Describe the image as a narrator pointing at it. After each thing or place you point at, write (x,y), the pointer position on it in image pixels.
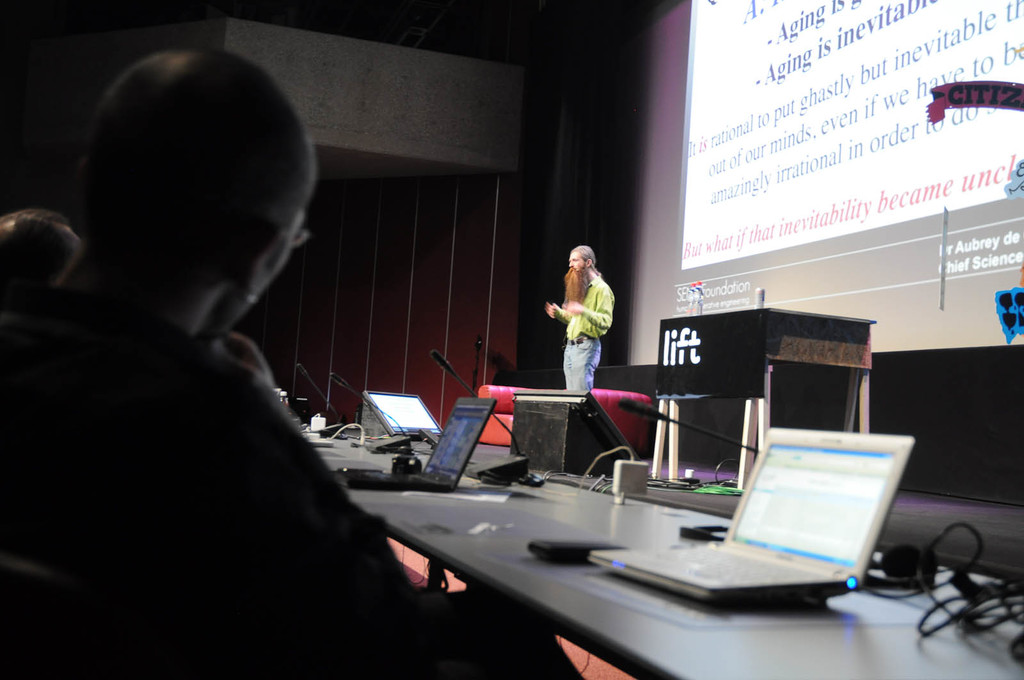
This persons (164,475) are sitting on a chair (56,657). On this table (727,648) there is a mobile (538,554), laptop (705,549), headset (898,559) and cables (957,584). Screen (917,175) is on wall (570,217). This man (580,304) is standing. This is a red couch (499,393). This is podium (587,432). On stage (902,502) there is a table (838,350).
